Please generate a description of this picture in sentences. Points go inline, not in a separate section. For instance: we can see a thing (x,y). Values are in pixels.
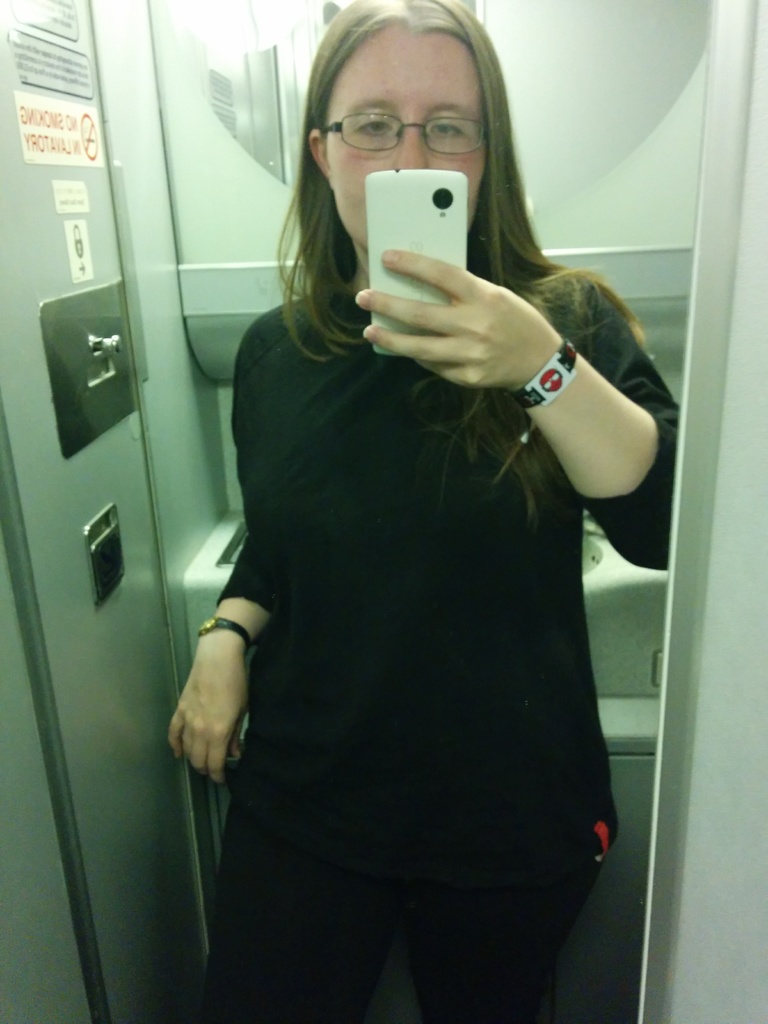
In this picture we can see a woman (515,466) and she is taking picture.
